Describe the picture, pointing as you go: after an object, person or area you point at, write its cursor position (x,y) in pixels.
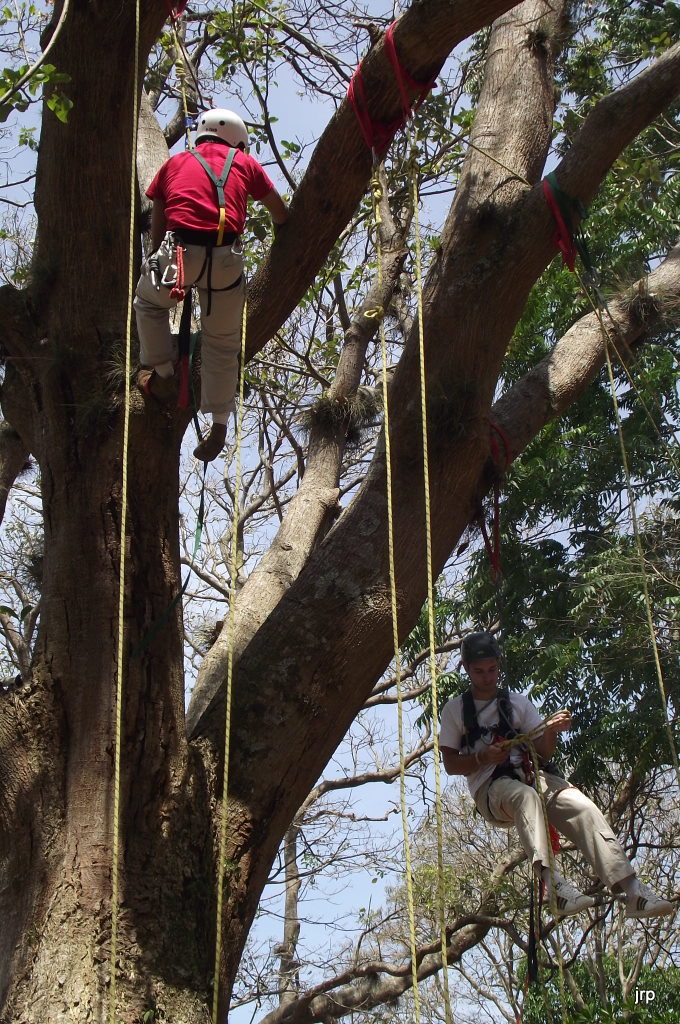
In the picture we can see two people (637,904) are climbing the tree (431,424) with the help of the rope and behind the tree (97,736) we can see a part of the sky (185,468).
